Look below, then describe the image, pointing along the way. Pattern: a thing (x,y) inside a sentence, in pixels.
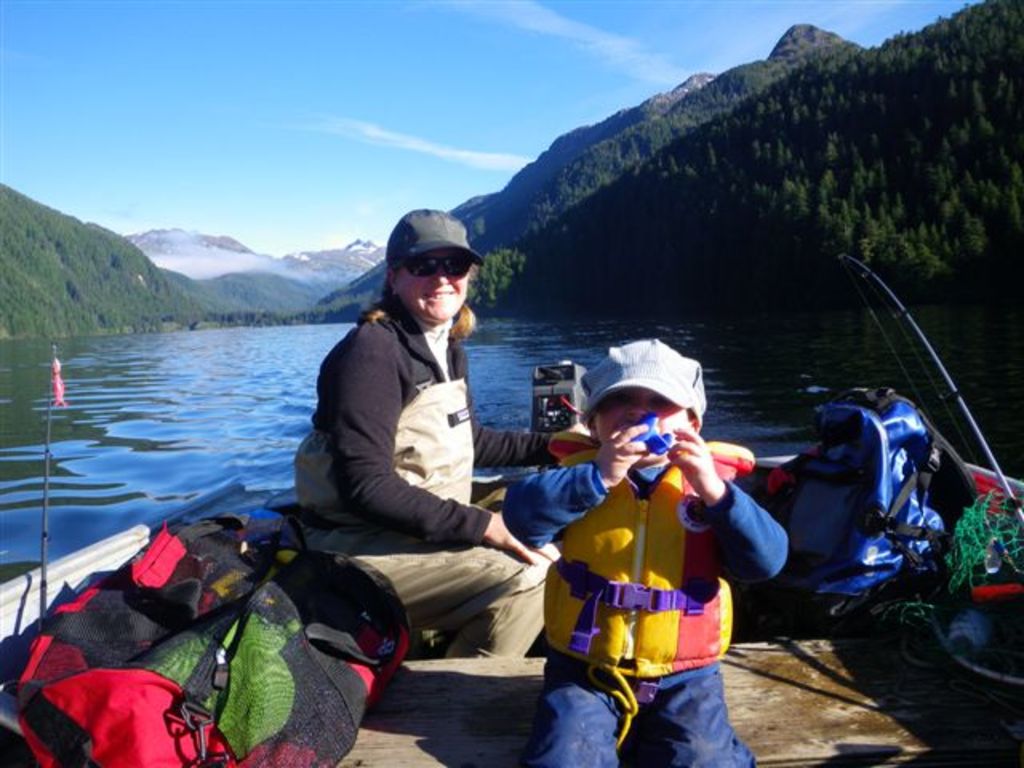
In this image I can see two persons (739,557) sitting in the boat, the person (682,579) at right (739,571) is wearing yellow and blue color dress (658,635) and the person (378,432) at left (334,484) is wearing black and cream color dress (421,481) and I can also see few bags (193,729) in the boat (890,628) and the boat (886,624) is on the water (238,359). Background (815,161) I can see the trees (717,296) in green color, mountains (319,272) and the sky (346,103) is in blue color.
